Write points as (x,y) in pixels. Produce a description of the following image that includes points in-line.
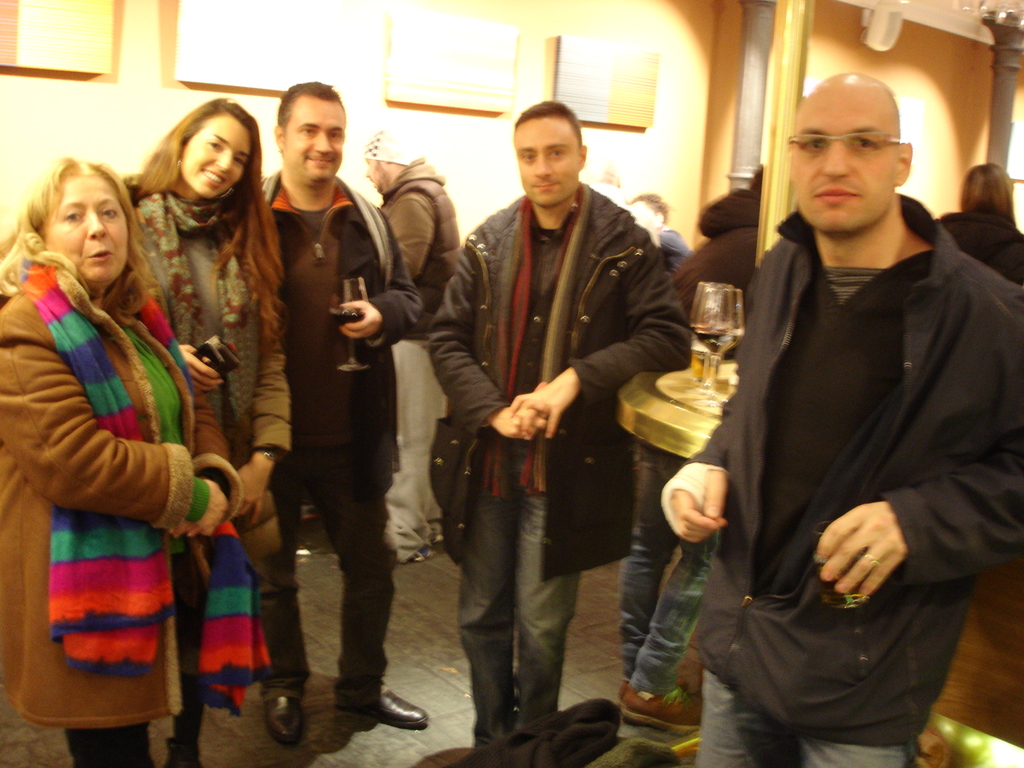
In this image, we can see a group of people (512,636) are standing and watching. They are smiling. Few are holding some objects (223,346). Background (958,176) we can see wall (127,159), few people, pillars (783,192). Here we can see wine glasses (717,301) with liquid (701,372) on the surface (691,416).
